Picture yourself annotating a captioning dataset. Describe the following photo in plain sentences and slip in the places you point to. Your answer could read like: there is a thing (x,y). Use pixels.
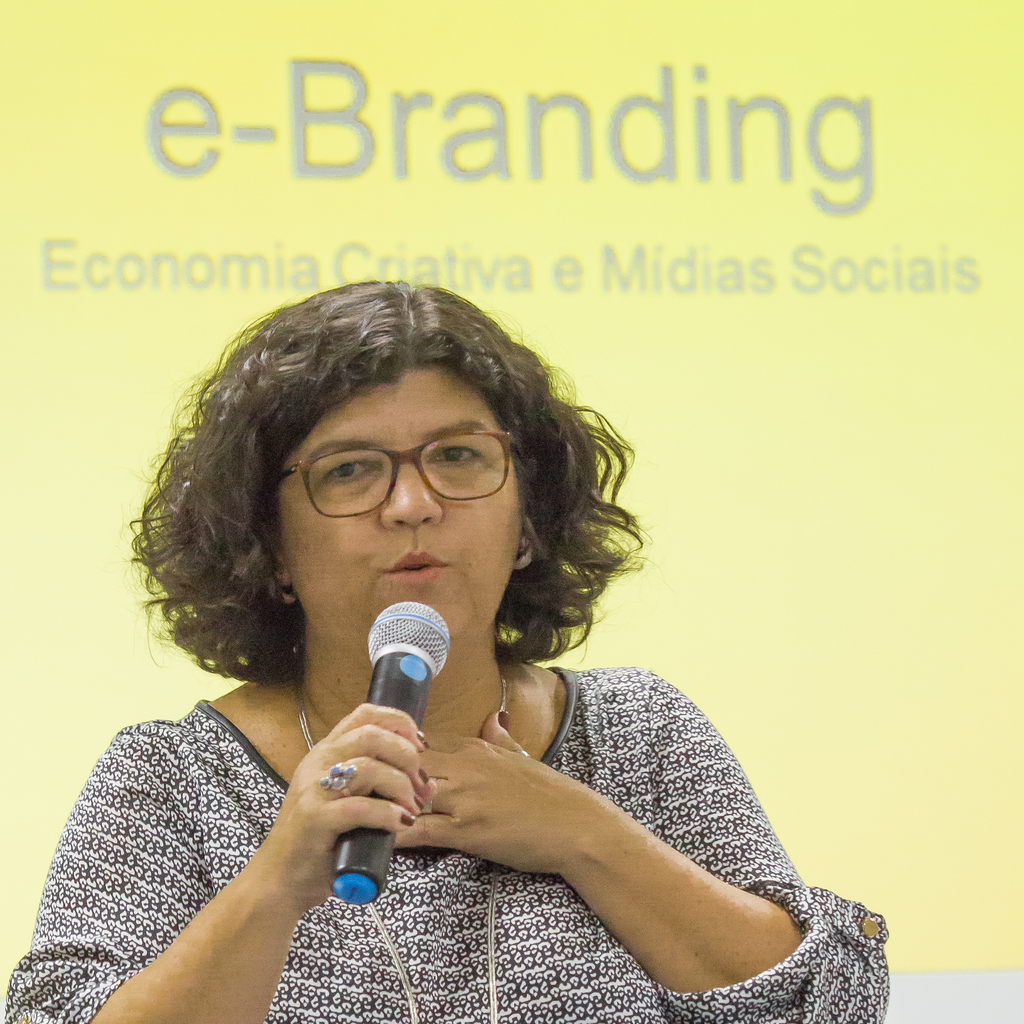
In this picture I can see a woman (306,632) speaking with the help of a microphone (421,611) and in the background (592,189) I can see some text (576,267).
